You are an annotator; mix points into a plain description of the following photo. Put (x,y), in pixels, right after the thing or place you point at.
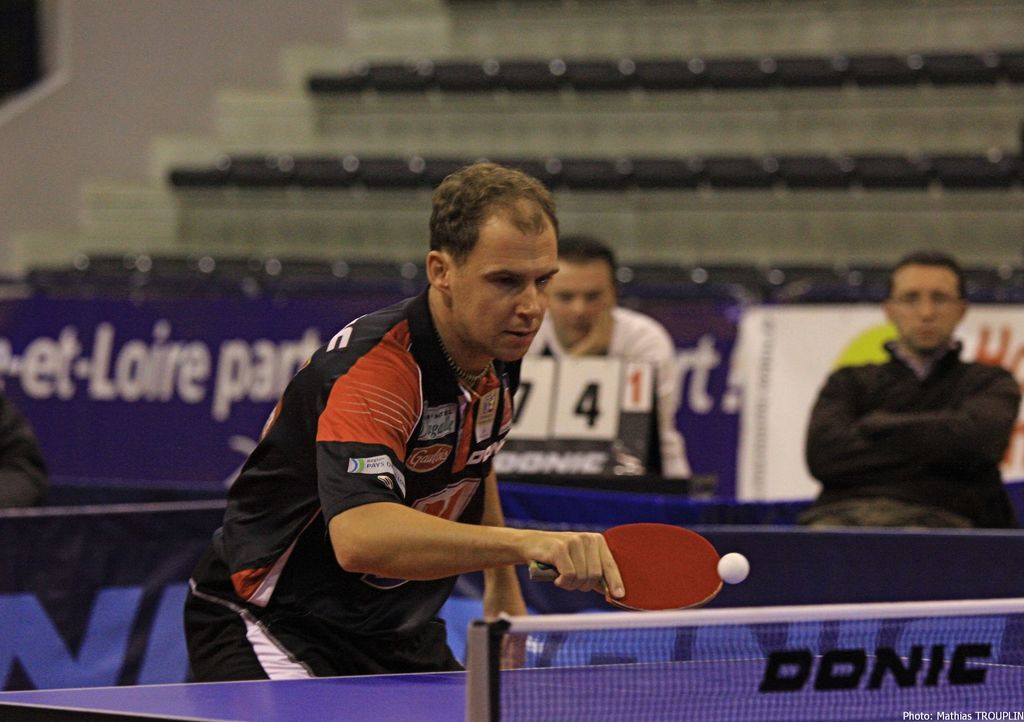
In the picture we can see a man (360,639) standing and playing table tennis holding a racket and he is in sports wear (344,644) and behind him we can see two people (993,488) are sitting on the chairs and behind them we can see many chairs (369,80).
